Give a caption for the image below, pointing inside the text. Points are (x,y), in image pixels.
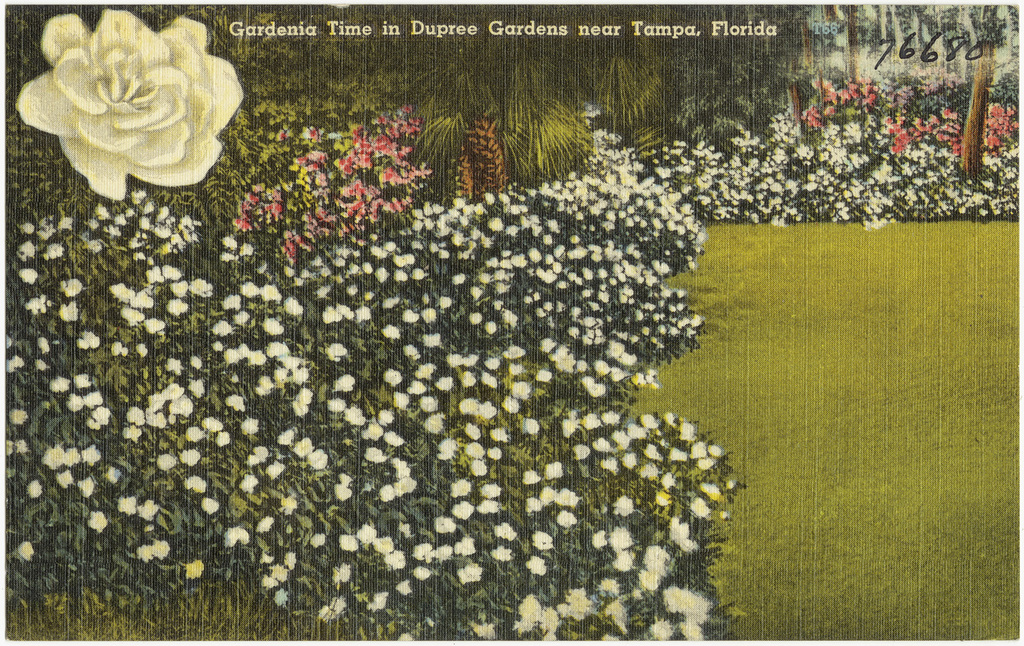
This image is a depiction. In this image we can see the flower plants (361,345), trees (559,151) and also the grass (226,614). At the top (352,32) we can see the text (761,26) and also the numbers (920,39).
